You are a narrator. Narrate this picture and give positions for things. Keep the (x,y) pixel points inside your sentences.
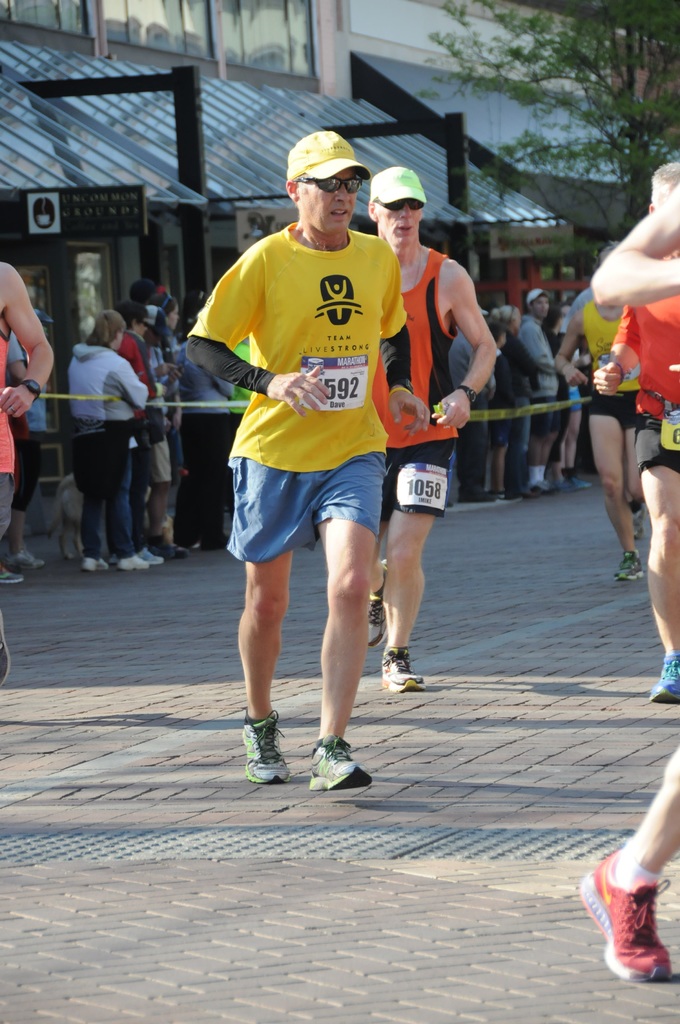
In this picture I can see the path (105,942) in front (617,984), on which there are few people (298,431) jogging and in the background (83,264) I can see few more people (131,534) who are standing and I can see few buildings (218,173) and a tree (543,152).
